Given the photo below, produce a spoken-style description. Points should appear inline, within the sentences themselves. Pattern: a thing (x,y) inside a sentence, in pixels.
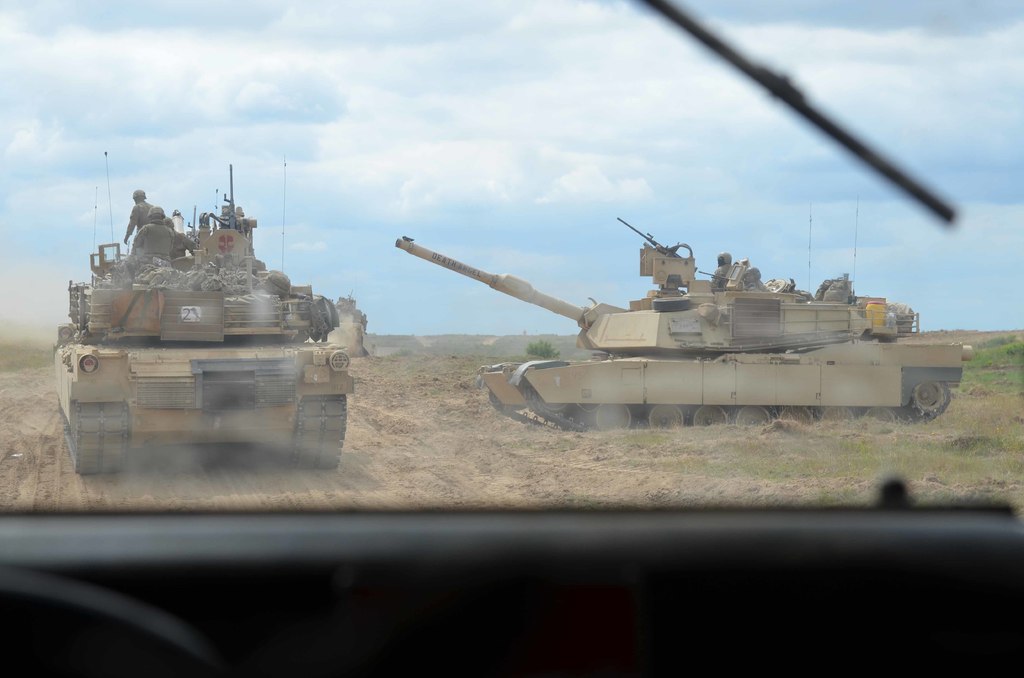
This picture is taken inside the car (865,575). In this image, outside of the glass window (664,371), we can see a group of people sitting in the war vehicle (330,392). In the background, we can also see some trees (971,332). At the top (465,114), we can see a sky (637,246), at the bottom (538,471), we can see a land (558,439) with some stones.
